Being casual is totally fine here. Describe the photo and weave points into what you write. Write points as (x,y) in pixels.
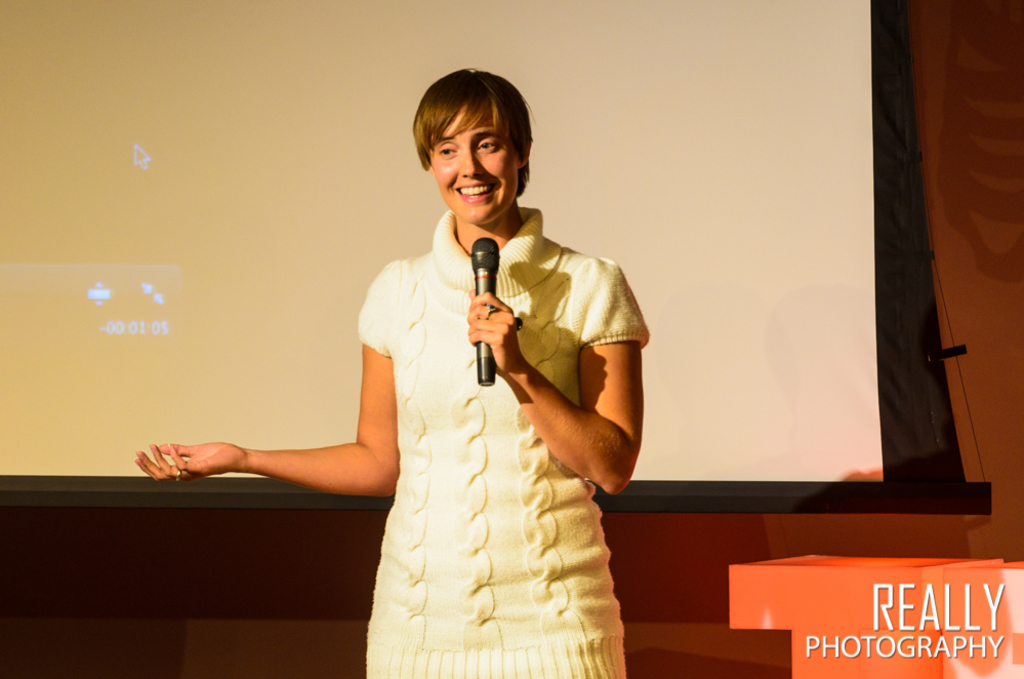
In this image we can see a woman (566,427) is holding a mike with her hand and she is smiling. In the background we can see a screen (871,390). At the bottom of the image (1003,589) we can see something is written on a red color object (956,643).
